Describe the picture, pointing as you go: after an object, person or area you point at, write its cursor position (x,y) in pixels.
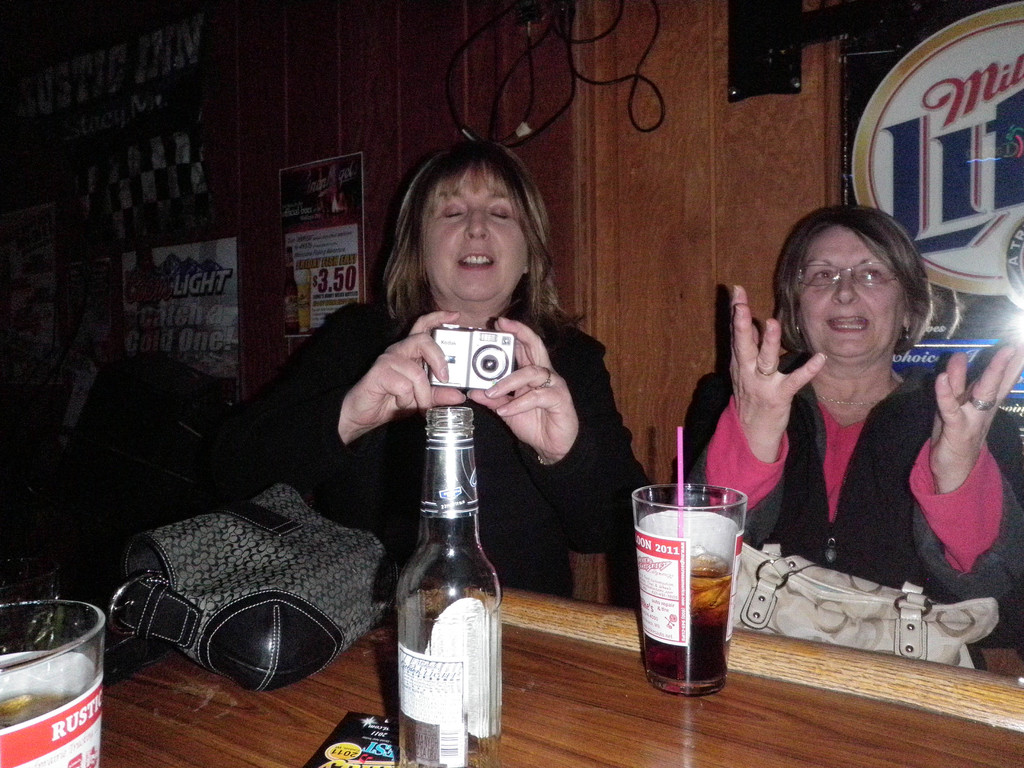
In the image there are two woman (827,390) sat and in front of them there is a table (657,696) with a beer bottle (474,568) and a glass (731,634) and lady (489,389) in the middle (490,366) holding a camera (478,376).
